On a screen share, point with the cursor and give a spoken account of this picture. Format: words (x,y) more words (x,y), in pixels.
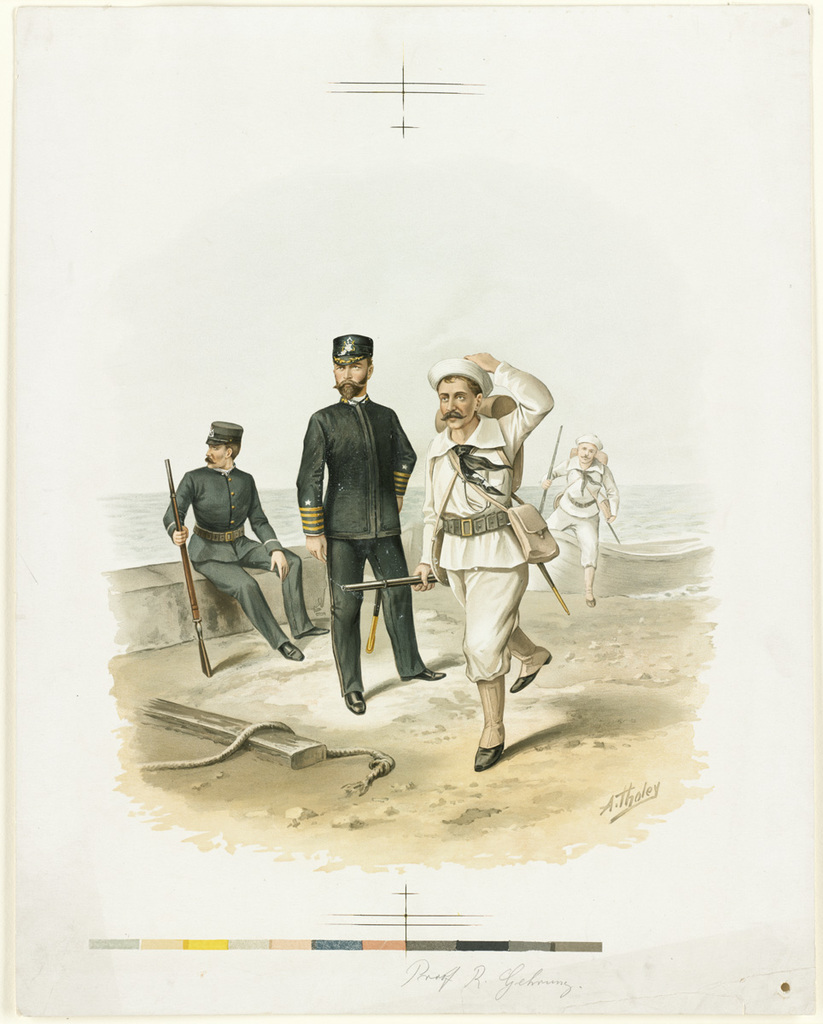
This is a painting and here we can see people (336,364) and some are holding guns (175,509) and wearing uniforms (388,496) and bags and we can see some text (642,799) and there is water (675,492).
